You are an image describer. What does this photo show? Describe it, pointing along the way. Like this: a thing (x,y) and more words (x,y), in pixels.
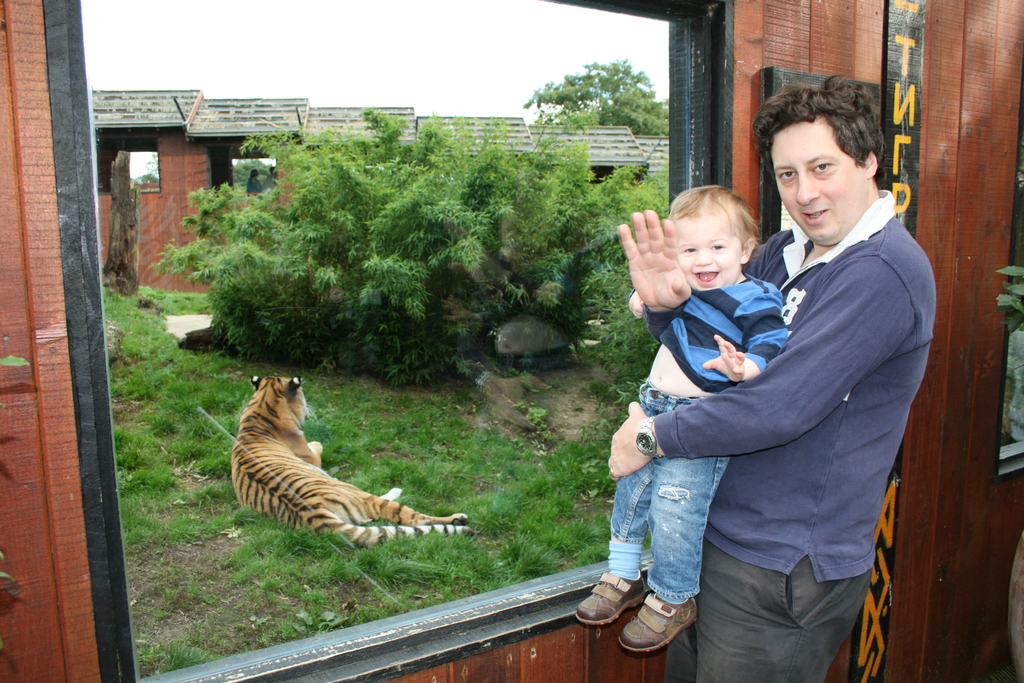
A man (807,310) is holding a baby (715,393). There is glass (535,416) through which we can see a tiger (279,450), trees (354,260) and a building (261,116).
